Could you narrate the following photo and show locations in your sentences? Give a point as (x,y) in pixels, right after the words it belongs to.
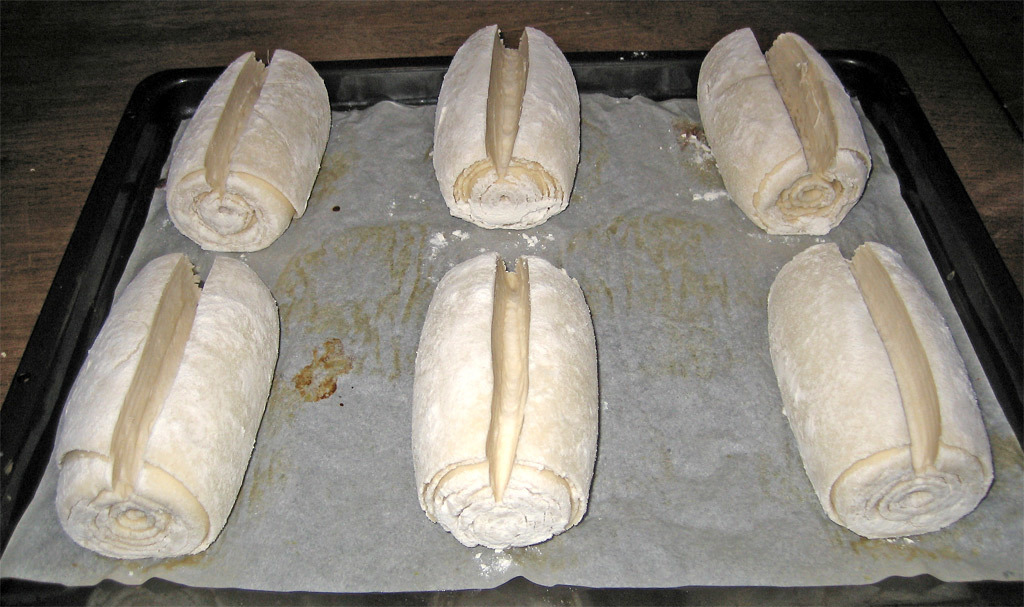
In this picture I can see there is some food (559,289) placed on the tray (116,592) and it is placed on the wooden table (22,147).
